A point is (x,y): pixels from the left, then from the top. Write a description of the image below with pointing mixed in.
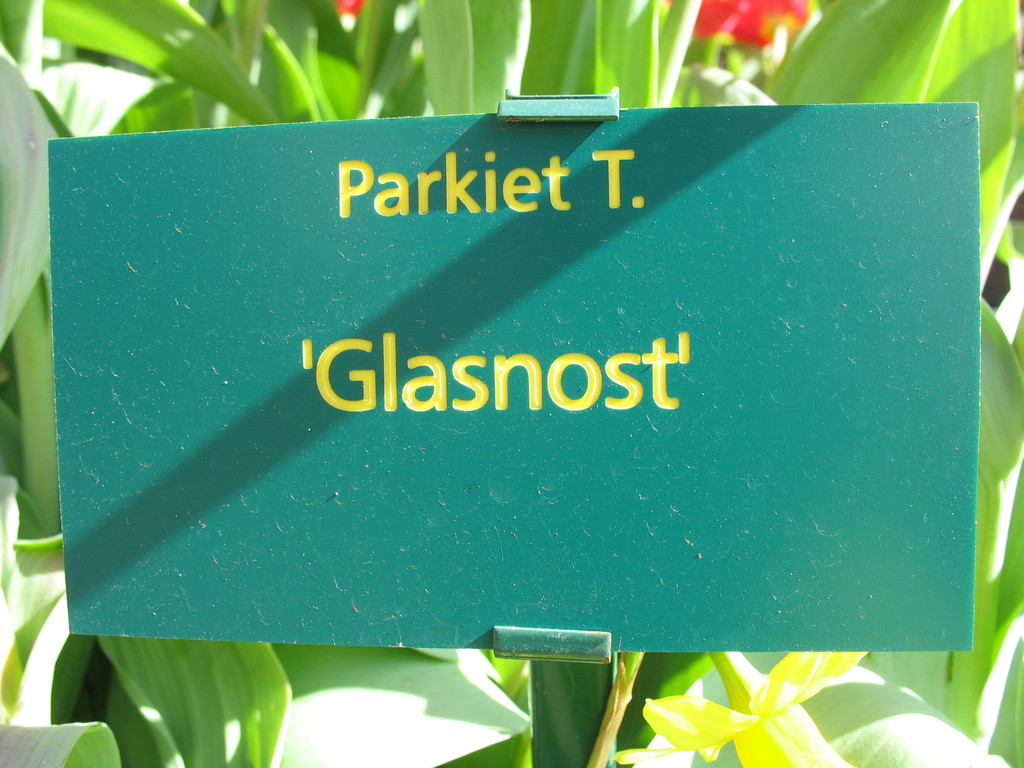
In the background (784,66) portion of the picture we can see the plants (834,53) and it seems like a red flower (778,31). This picture is mainly highlighted with a green board (860,280) and there is something written.
